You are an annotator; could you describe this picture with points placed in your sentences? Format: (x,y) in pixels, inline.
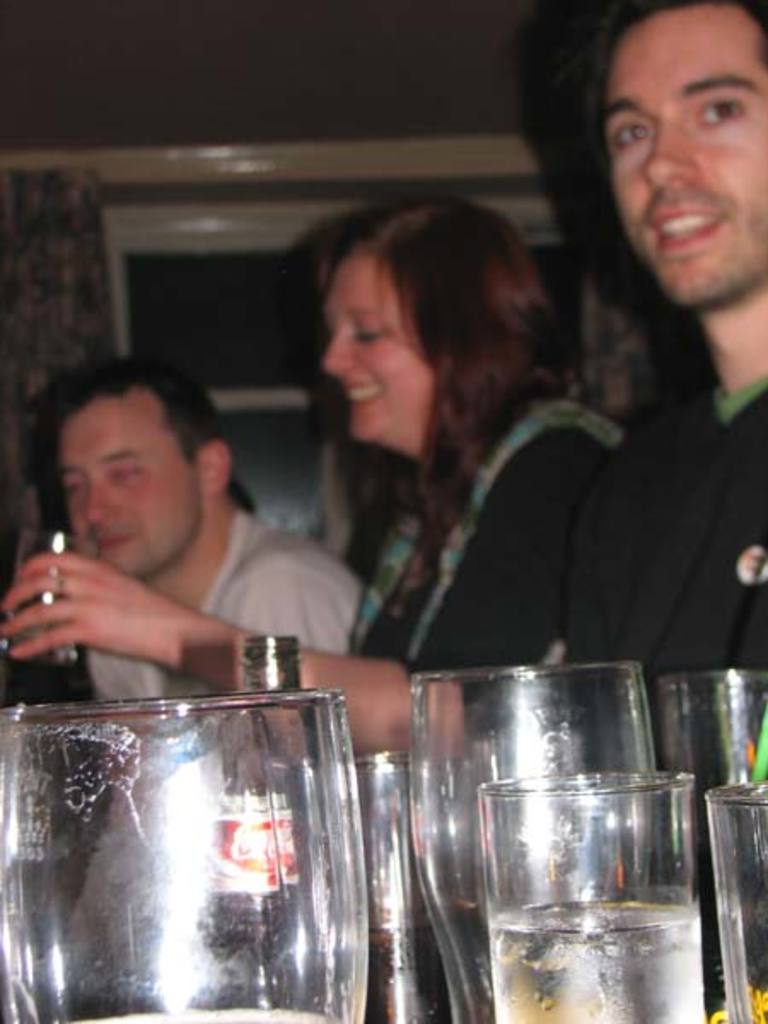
In the foreground of this picture (349,770), there are few glasses (324,871), bottles (252,680). In the background (613,548), there are persons (465,603) and a wall (297,129).
